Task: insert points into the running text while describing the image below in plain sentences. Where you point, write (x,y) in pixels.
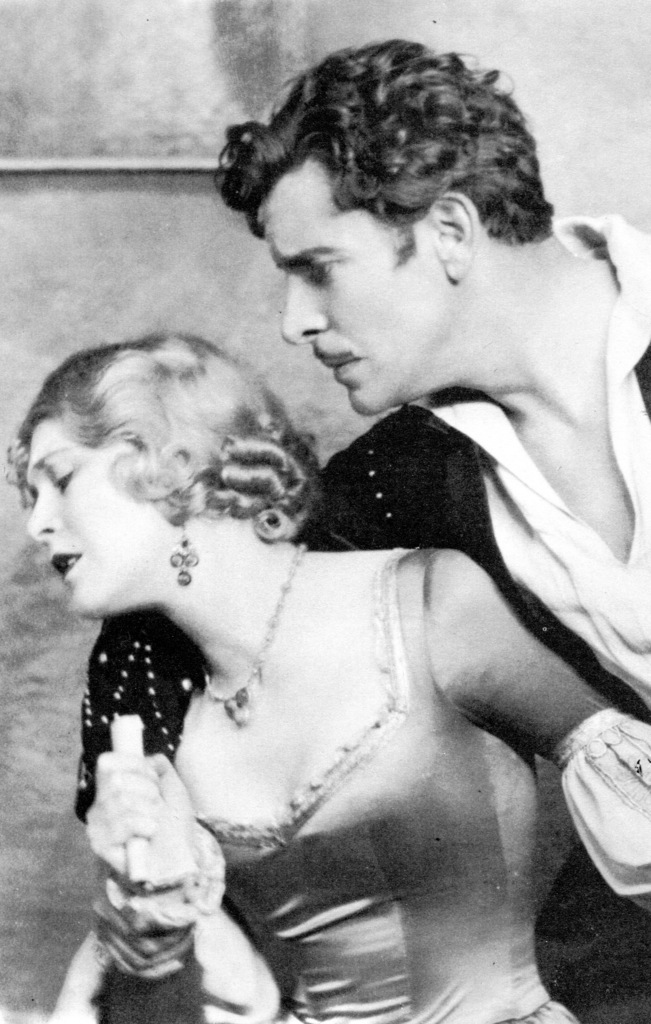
In this image we can see a lady (411,625) and a man (392,301), she is holding an object (141,855), behind them, we can see the wall (252,69), and the picture is taken in black and white mode.
